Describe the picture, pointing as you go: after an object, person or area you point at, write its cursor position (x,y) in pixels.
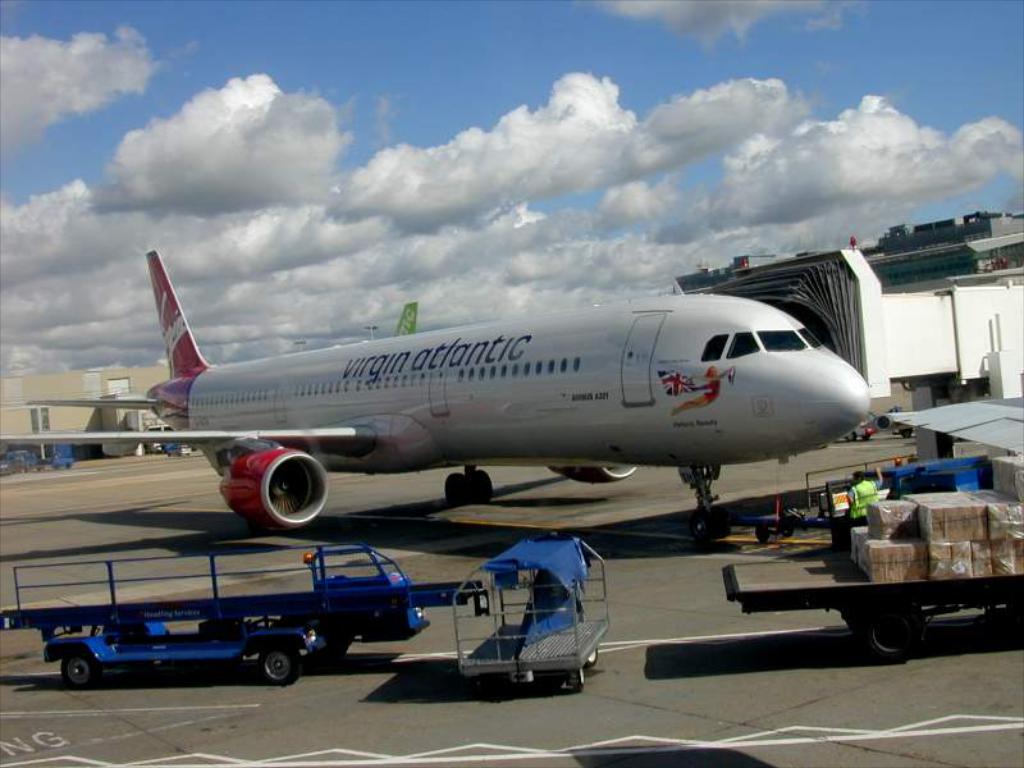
In this image we can see an airplane (566,394) and some vehicles (474,609) on the ground (487,621), there are some buildings (100,410) and carton boxes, in the background (442,325) we can see the sky (380,253) with clouds (390,254).
